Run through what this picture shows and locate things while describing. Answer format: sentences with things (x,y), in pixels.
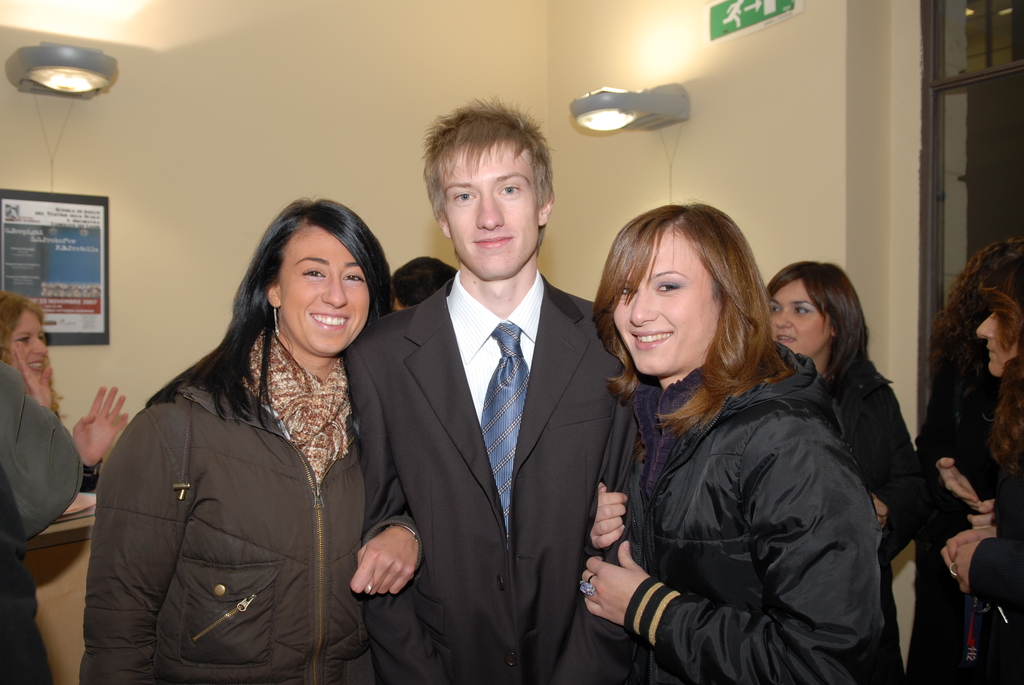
In this image we can see a man (433,322) and two women (296,429) standing and smiling. In the background (1009,297) we can see the people (1009,297). We can also see a poster (62,282) attached to the wall (107,159). We can see the lights (616,109) and also the board (735,18). We can also see the table (67,528).
